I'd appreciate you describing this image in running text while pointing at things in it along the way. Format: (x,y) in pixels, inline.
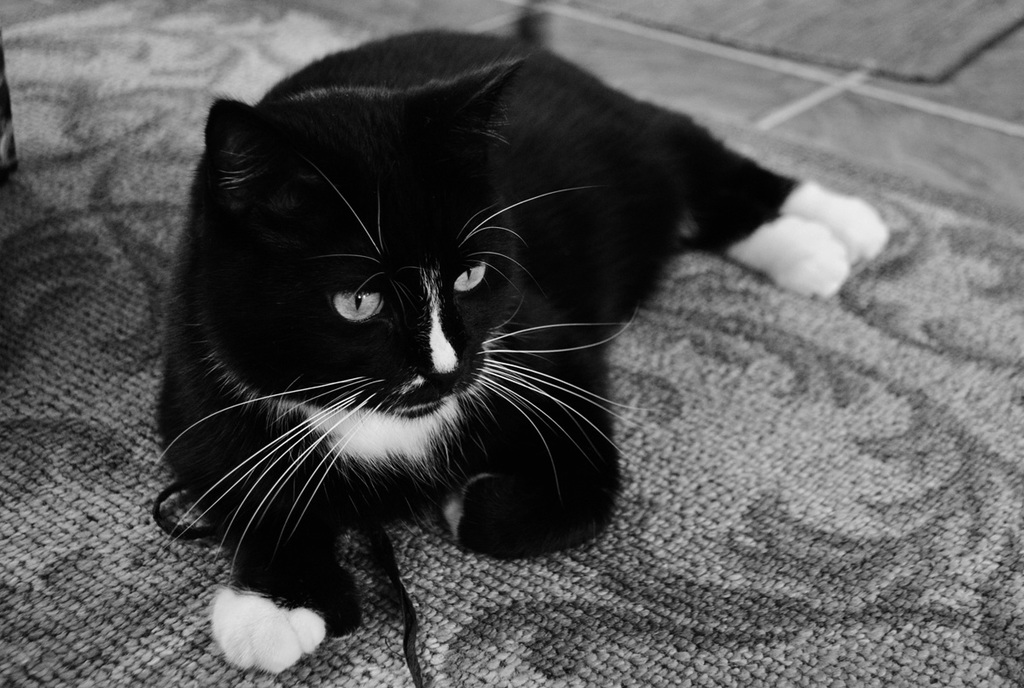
This is a black and white picture. Here we can see a cat (597,177) on the carpet (615,389).
